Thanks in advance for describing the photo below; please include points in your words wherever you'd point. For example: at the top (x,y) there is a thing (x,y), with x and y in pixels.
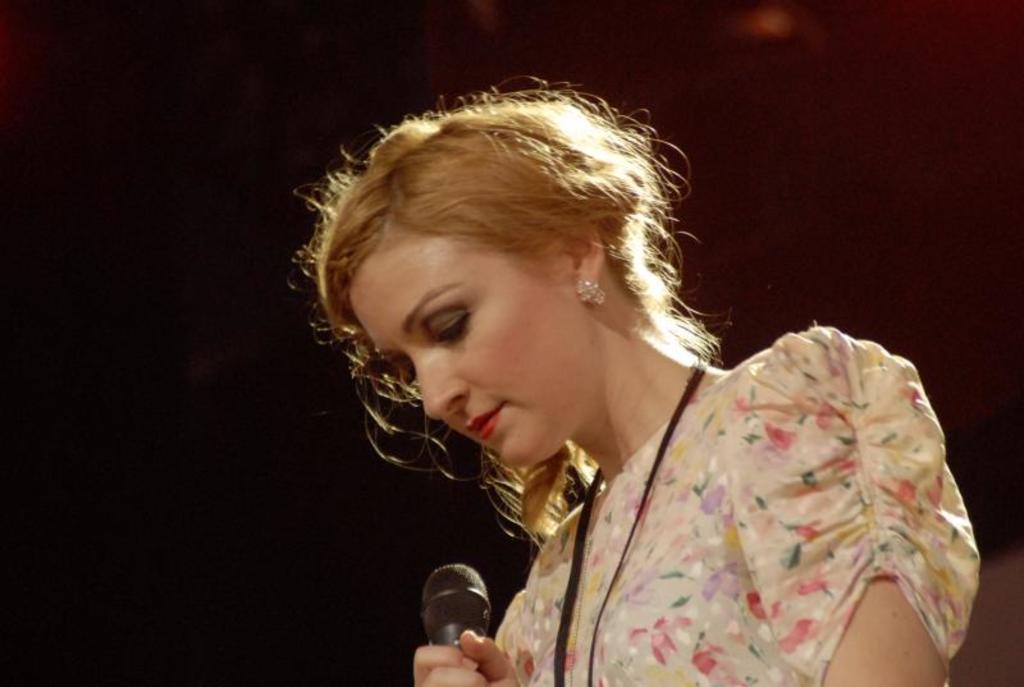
This image consists of a woman (793,390). She is in the middle of the image (670,436). She is holding mic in her hand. She has earrings (589,298) to her ears (592,254). She wore ID card (663,450), she wore cream color dress (762,536).
